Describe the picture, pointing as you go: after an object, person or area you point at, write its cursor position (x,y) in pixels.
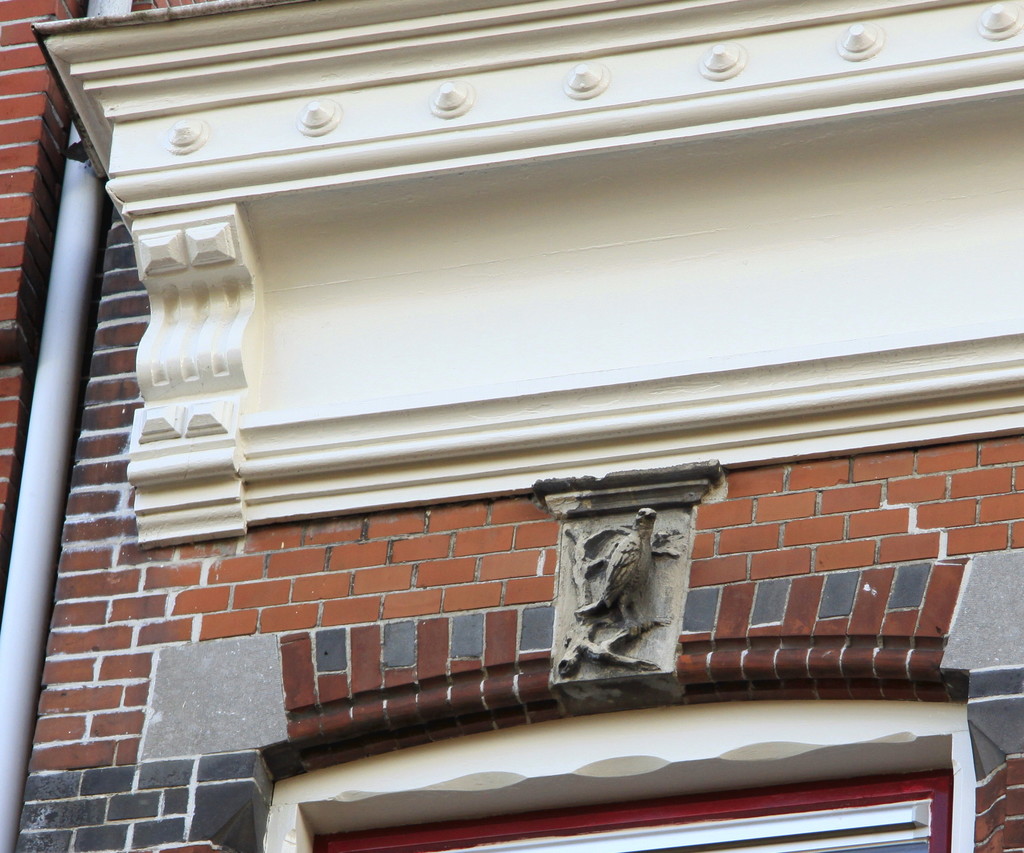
In this image there is a wall (886,489) to that wall (121,227) there is a cornice (972,79), below that there is a sculpture (564,551), below the sculpture (577,679) there is a window (811,832), on the left (55,407) there is a pipe (63,460).
